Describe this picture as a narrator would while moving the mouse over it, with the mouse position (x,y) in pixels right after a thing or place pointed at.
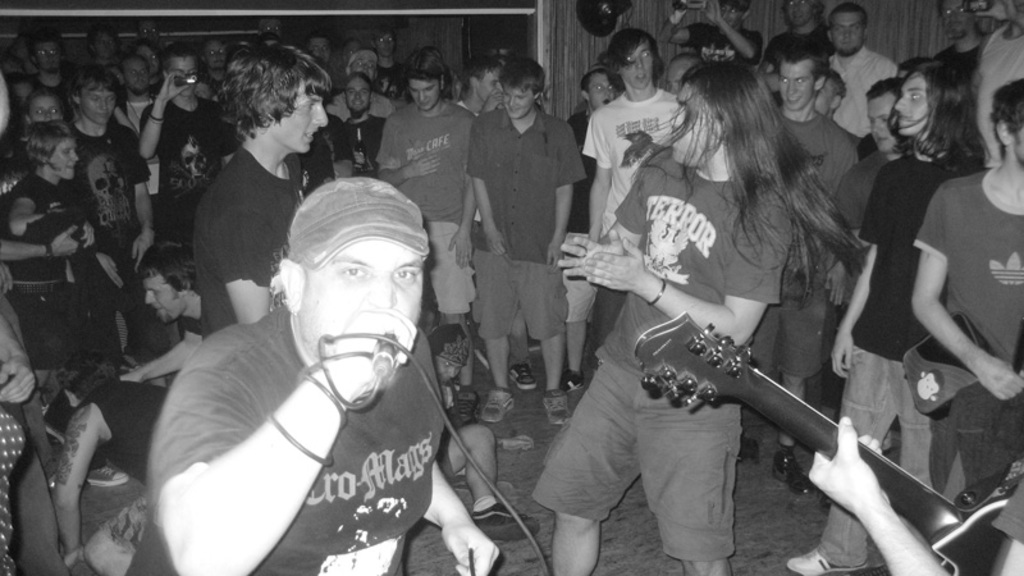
This is a black and white image. I can see a group of people (946,200) standing. I can see a person (366,517) holding a mike (373,376). At the right corner of the image (894,517), I can see a person's hand (923,569) holding guitar (923,504). I can see few people (186,98) holding cameras (696,1).
